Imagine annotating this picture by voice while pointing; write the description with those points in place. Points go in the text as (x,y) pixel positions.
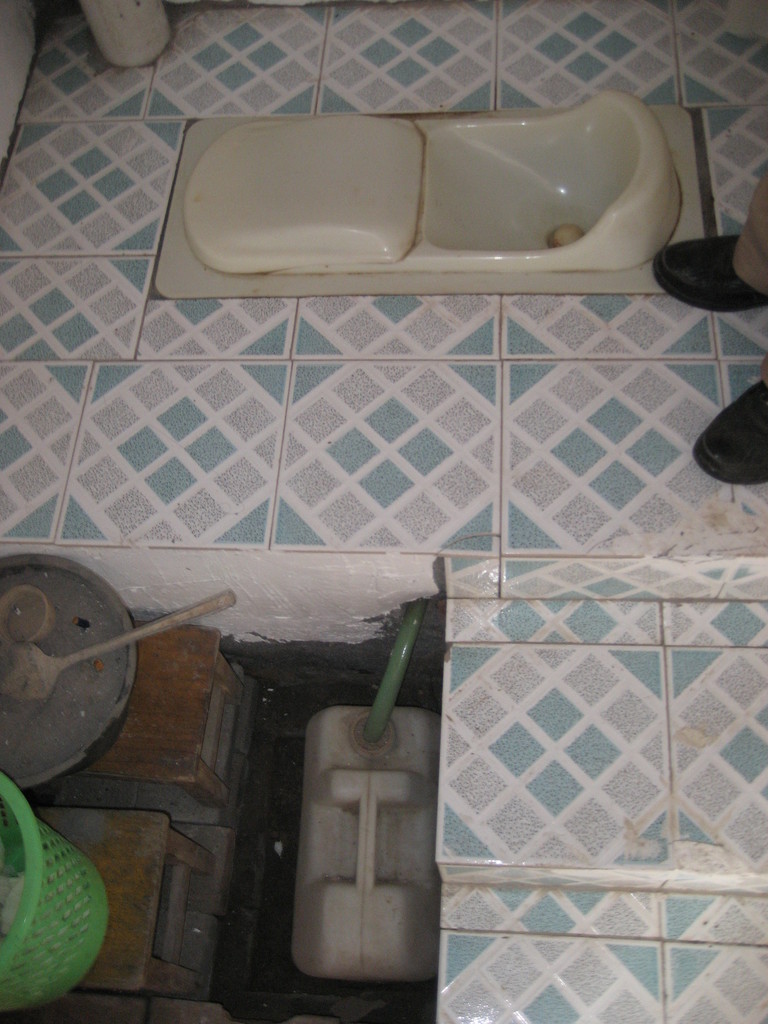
In this image, I can see a toilet seat (554,122), which is attached to a floor (418,389). At the bottom left side of the image (65,930), I can see a basket (69,940), wooden stools (197,858) and few other objects (307,801). On the right side of the image (714,469), I can see the legs (725,291) of a person (746,301).
